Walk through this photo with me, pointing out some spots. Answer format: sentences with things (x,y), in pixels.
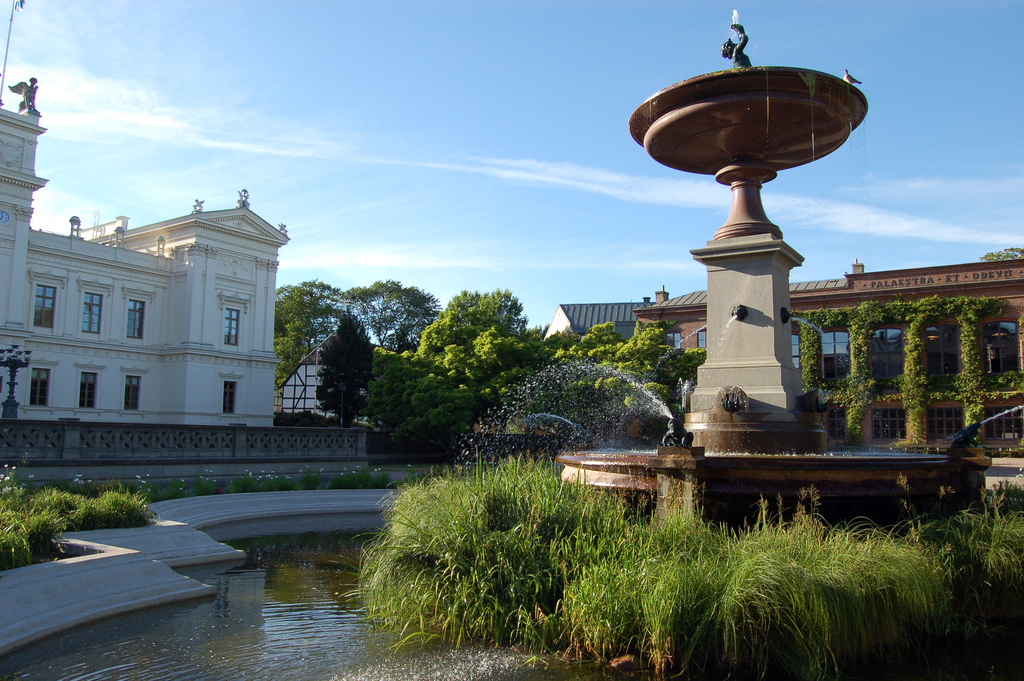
In this picture we can see a fountain (722,158), statue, plants (673,575), water (289,565), trees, buildings (107,269) with windows (50,295), some objects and in the background (460,105) we can see the sky (372,158).
